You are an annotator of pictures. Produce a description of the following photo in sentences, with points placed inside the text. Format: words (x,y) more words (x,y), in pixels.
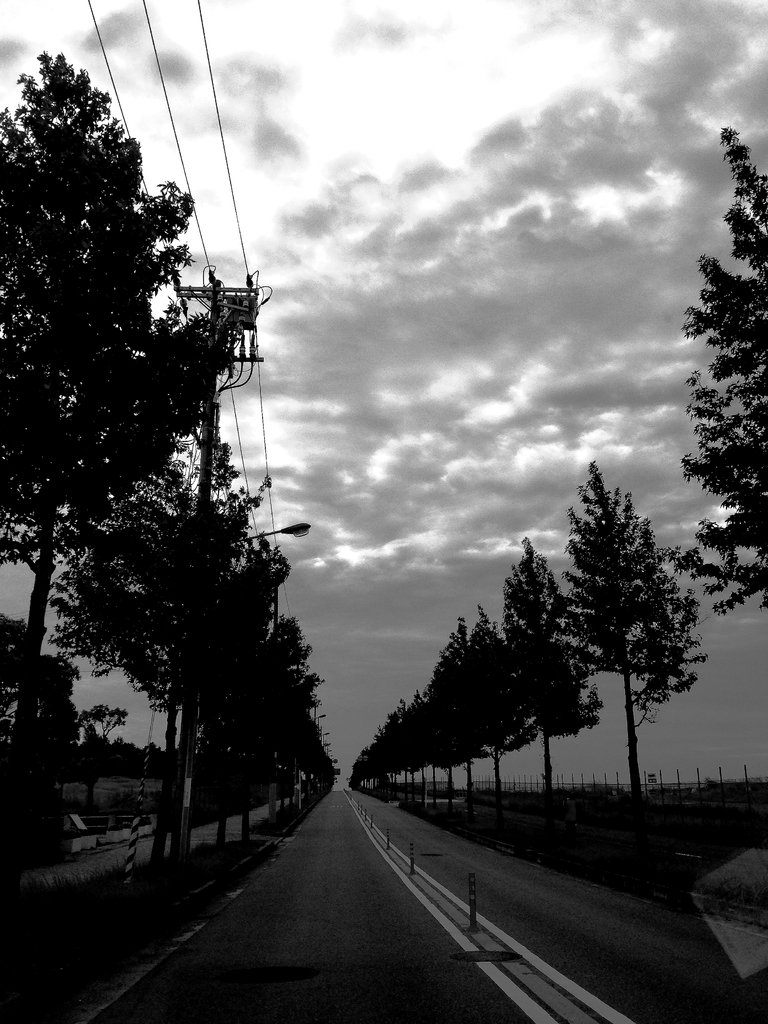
In this picture we can see trees (608,669) on the right side (595,699) and left side (105,581), on the left side (221,308) we can see a pole (212,311), a light (259,535) and wires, there is the sky (529,242) and clouds (519,257) at the top of the picture (497,230).
